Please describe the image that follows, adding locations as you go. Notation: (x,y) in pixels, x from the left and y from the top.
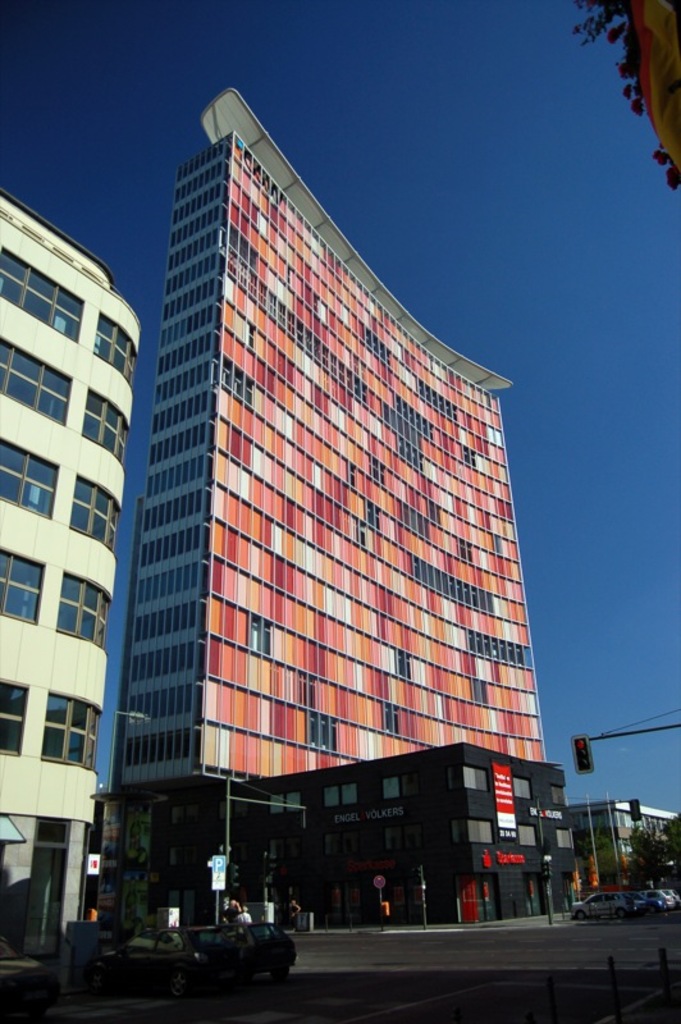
In the picture I can see the tower buildings (373,642). I can see the cars (675,905) parked in a parking space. I can see the traffic signal pole (615,730) on the bottom right side (638,728).
